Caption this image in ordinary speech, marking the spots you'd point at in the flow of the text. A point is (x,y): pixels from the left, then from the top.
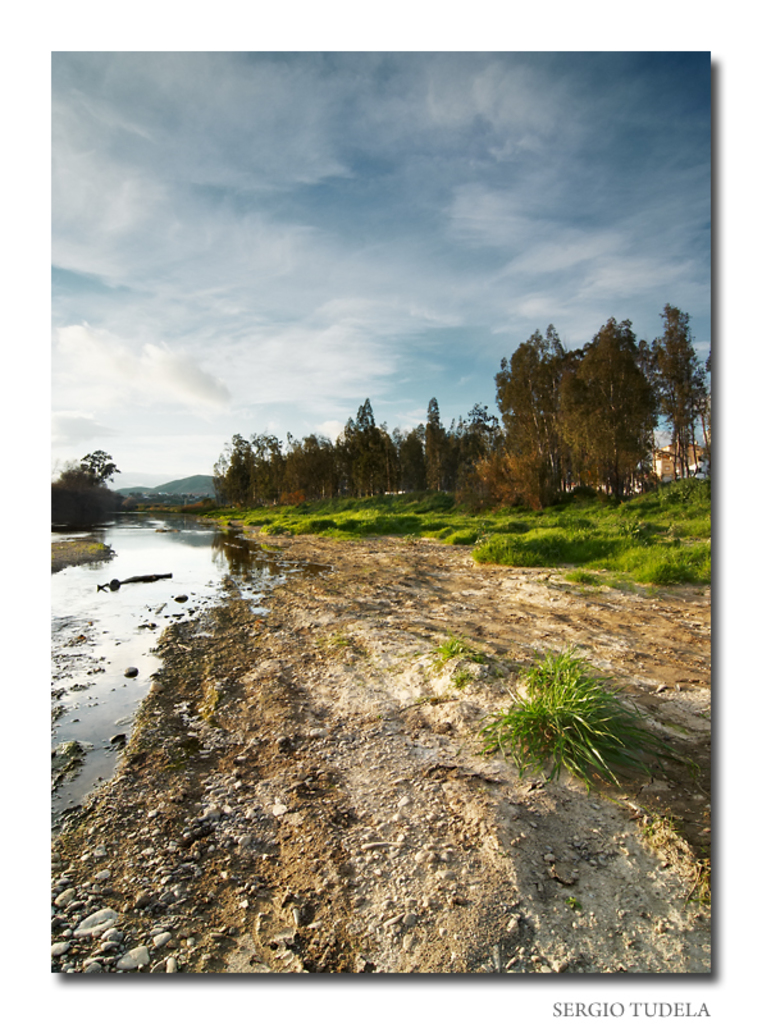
In the image there is a land (380,672) and on the left side (104,602) there is a water surface (147,609) and on the right side (574,534) there is grass (568,510), behind the grass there are trees (569,406) and in the background (183,486) there is a mountain (193,488).
